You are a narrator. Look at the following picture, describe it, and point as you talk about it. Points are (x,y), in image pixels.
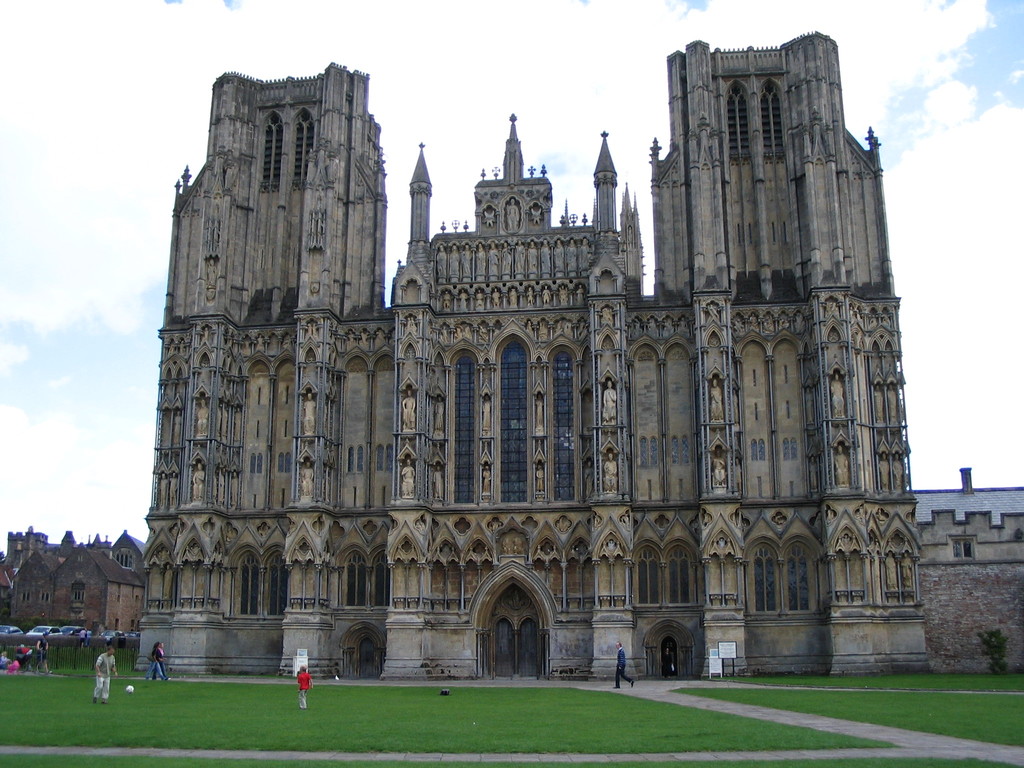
It looks like a monument (338,317) and in front of that there is a lot of grass (249,712) and people (304,687) are playing and walking around the grass (123,693). In the left side (69,574) there is another building (59,550) and in the background (560,114) there is a sky (905,106).
